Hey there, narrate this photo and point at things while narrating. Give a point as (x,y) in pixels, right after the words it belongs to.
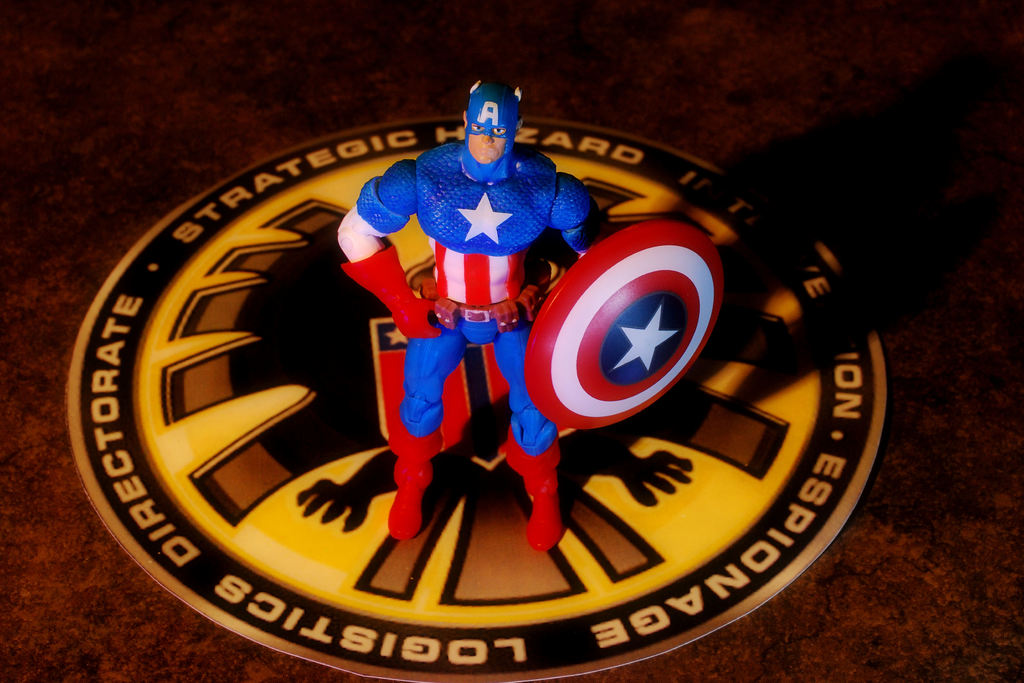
We can see toy (364,272) on the surface (502,15) and this toy (500,188) holding a shield (639,261). We can see poster (645,157) on the surface (259,670).
